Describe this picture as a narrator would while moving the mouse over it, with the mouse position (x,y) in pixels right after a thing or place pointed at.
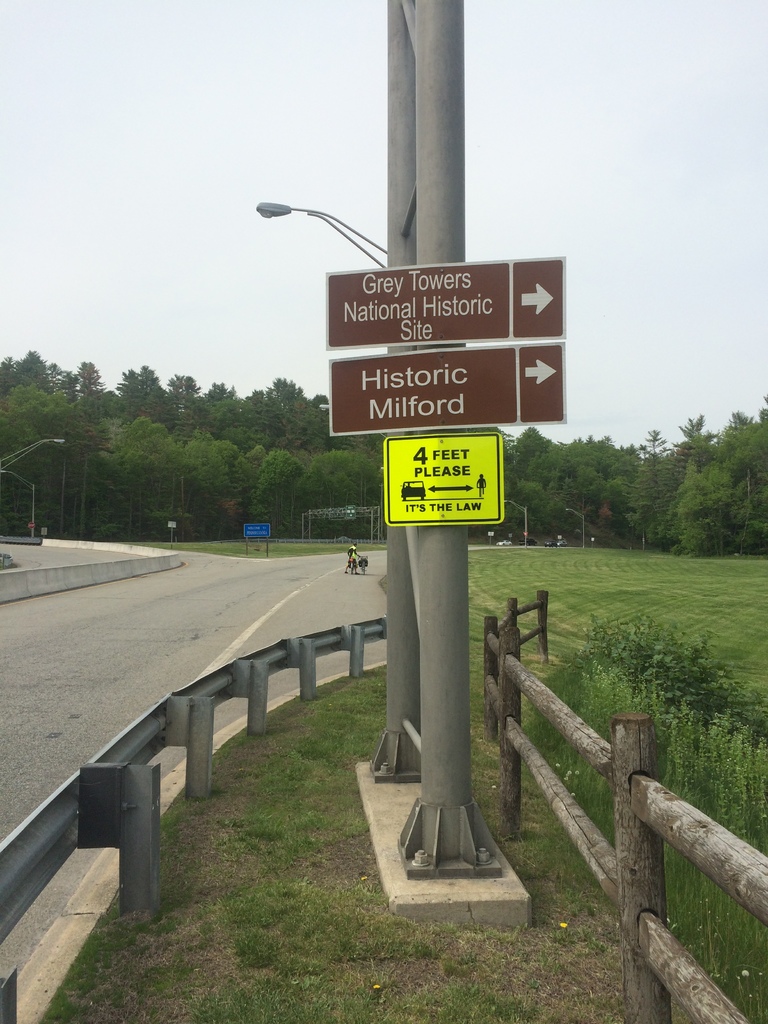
In this picture we can see there are poles (418,532) and to the poles (391,232) there are lights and directional boards (409,306). On the right side of the poles (440,670) there is a wooden fence (492,729) and on the left side of the poles (426,685) there are barriers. Behind the poles (418,618) there are trees (256,473), boards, sky (3,65) and a person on the road (325,570).
